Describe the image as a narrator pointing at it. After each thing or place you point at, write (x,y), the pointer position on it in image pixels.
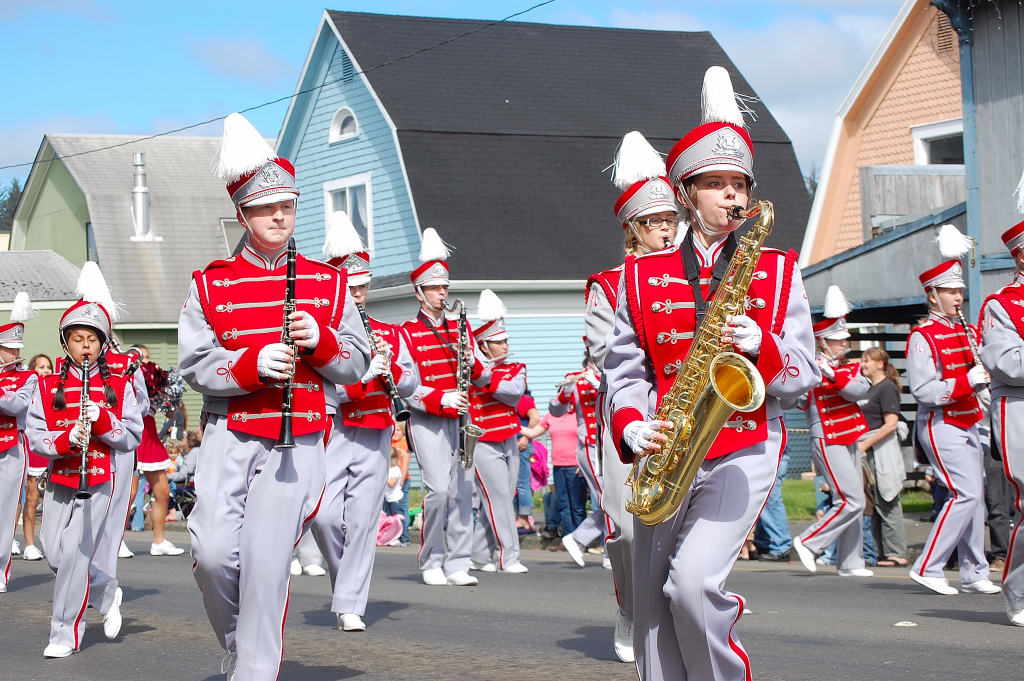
This image is taken outdoors. At the bottom of the image (372,627) there is a road (525,601). In the background (787,503) there is a ground (800,489) with grass (793,514) on it and there are a few houses (225,219) with walls (316,208), windows (366,222), doors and roofs (475,177). At the top of the image (141,38) there is a sky (223,55) with clouds (776,62). In the middle of the image (656,267) there are many people (931,349) are walking on the ground (174,565) and playing music with the musical instruments (679,380).
